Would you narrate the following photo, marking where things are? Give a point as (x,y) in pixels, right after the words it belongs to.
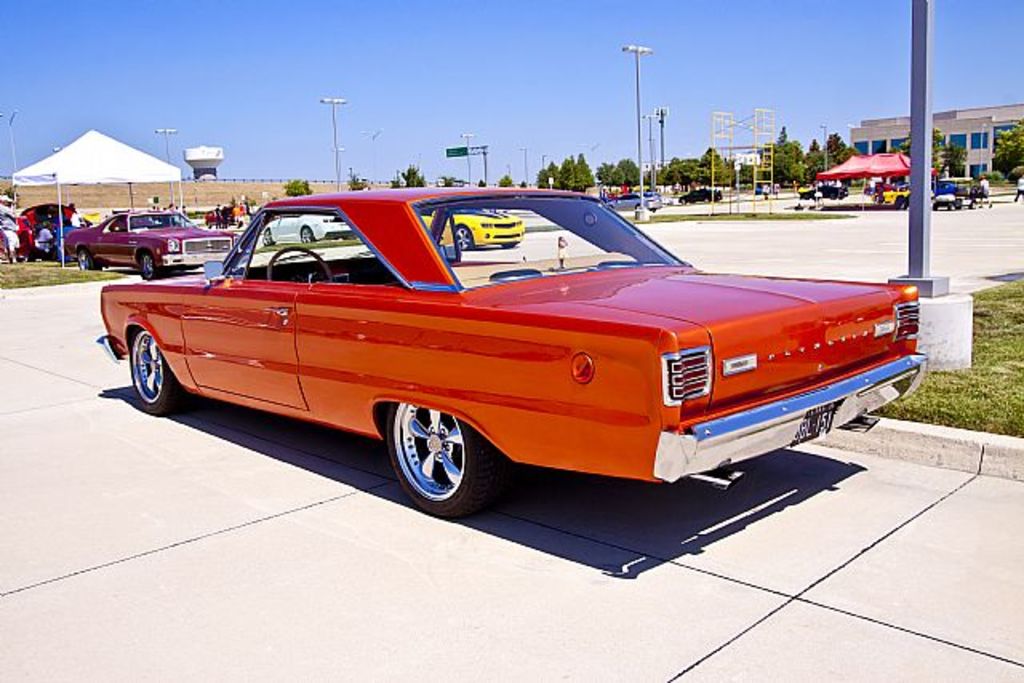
In this picture we can observe a red color car (223,334) on the road (215,482). On the right side (926,279) there is a pole (926,100). We can observe some grass (967,387) on the ground (990,355). In the background (148,228) there are some cars (120,231) parked here. We can observe a red color tent (854,170). There are buildings (958,136). We can observe trees (789,167) and poles (644,173). There is a sky (462,72) in the background (400,67).
